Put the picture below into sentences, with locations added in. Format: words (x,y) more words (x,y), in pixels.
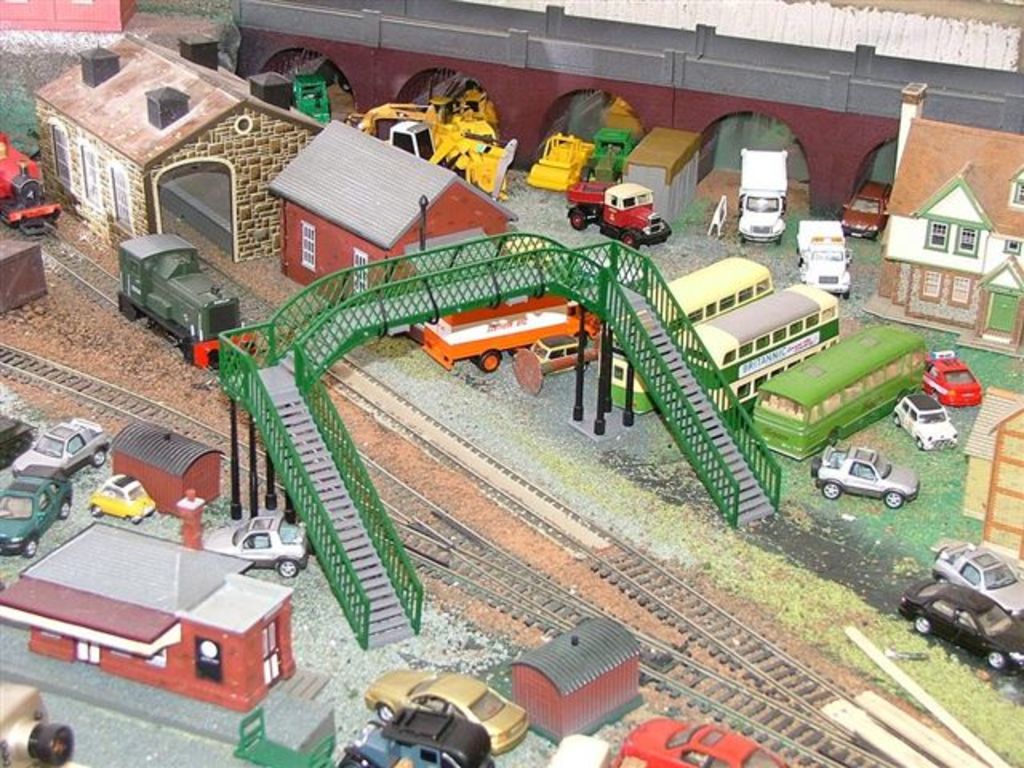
In this picture, we can see a few toys (425,269) of buildings (388,247), vehicles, bridge (396,284), track (530,492), train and we can see the ground (996,377).
